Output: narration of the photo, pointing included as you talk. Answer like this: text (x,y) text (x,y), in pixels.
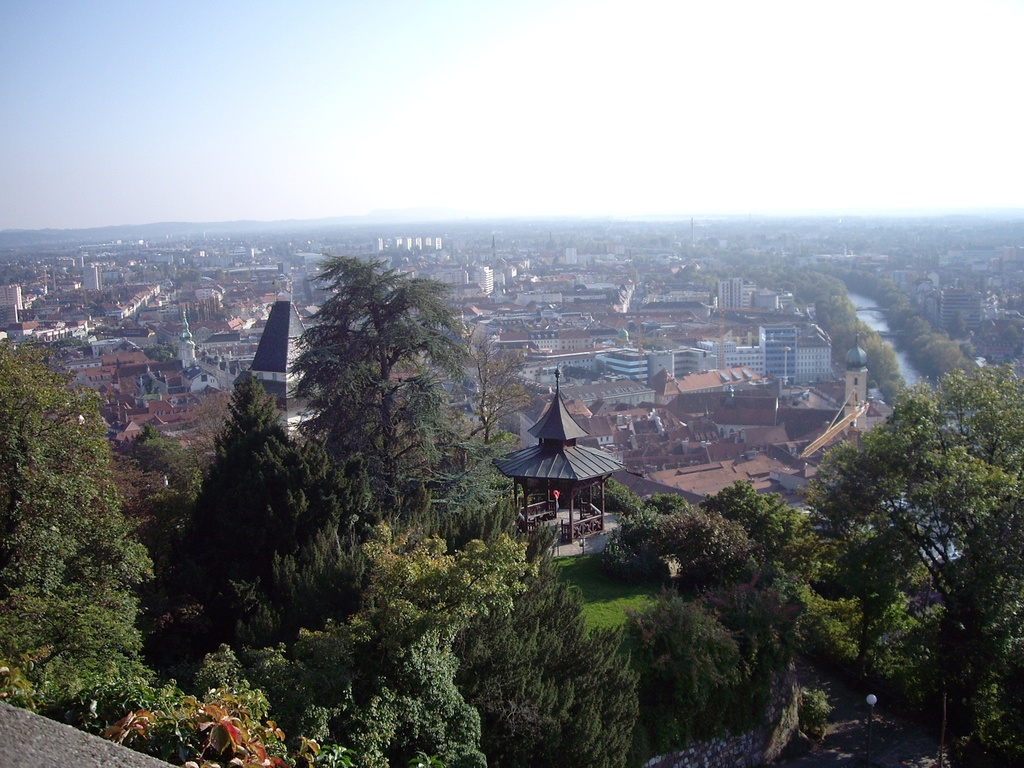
In this picture, it seems like an aerial view, where we can see buildings (523,325), trees (273,431) and the sky (440,204).
